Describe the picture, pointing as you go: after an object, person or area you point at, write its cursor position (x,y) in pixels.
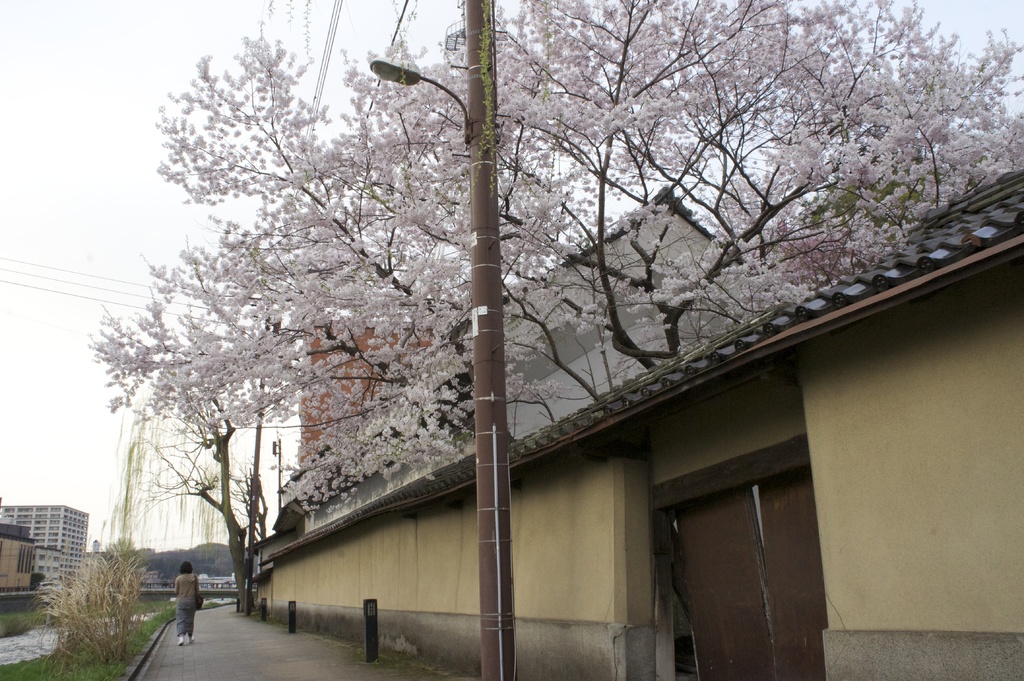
In this image there is sky (117,132), there are buildings (46,542) to the left of the image (31,527), there are plants (99,601), there is grass (45,680), there is a lake (53,633), there is a person (184,613) walking, there is a person (189,606) wearing the bag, there is a house (698,538) towards the right of the image (803,496), there is a pole (480,440), there is a street light (407,67), there is a tree (605,266), there are wires (326,60).
